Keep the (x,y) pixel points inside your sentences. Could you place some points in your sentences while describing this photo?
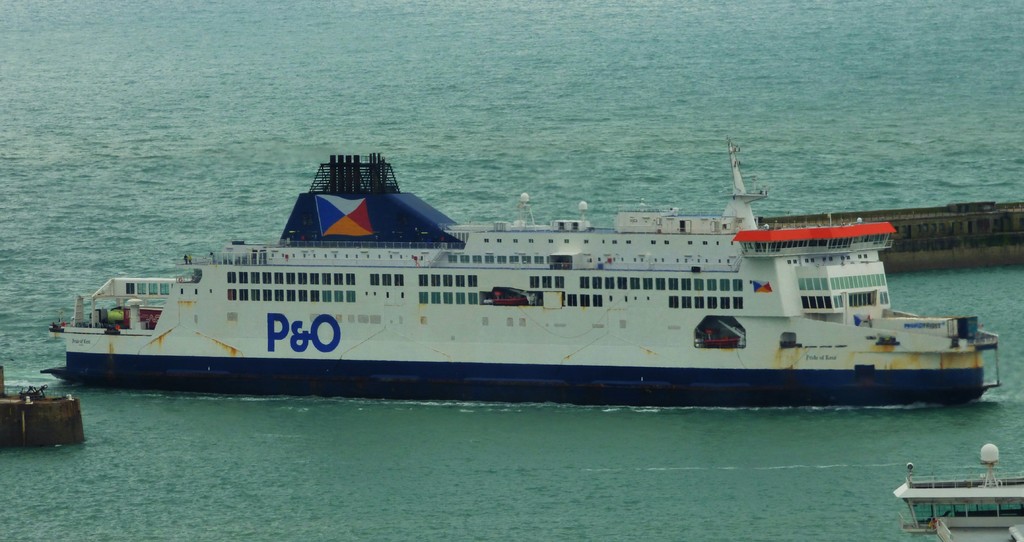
In this image there is a ship (404,326) in the water (361,478). Behind the ship (433,345) there is a wall (959,236). At the bottom (394,453) there is water (334,490). There are rooms (432,278) in the ship (495,273).
